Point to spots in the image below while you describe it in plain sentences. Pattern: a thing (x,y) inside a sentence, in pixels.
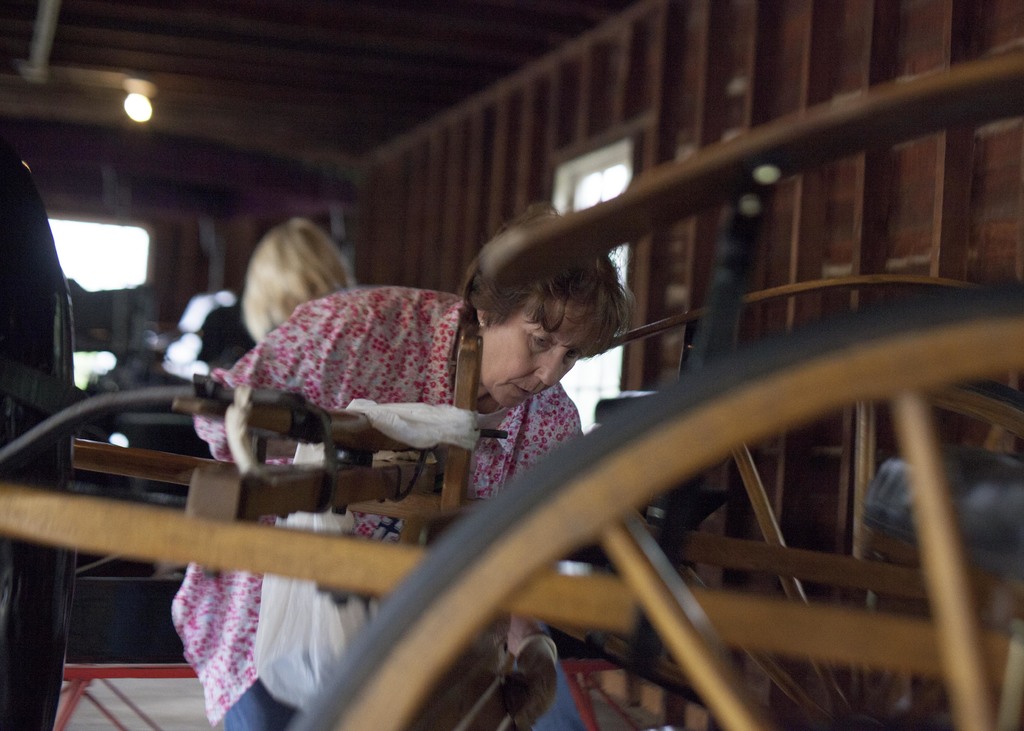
In this image we can see a wheel (577,500), wooden object (208,556), cover bag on a wooden object (177,465). We can see a woman (254,728). In the background (280,295) we can see a person head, light (140,100) on the ceiling (318,158), windows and other objects (210,233).
